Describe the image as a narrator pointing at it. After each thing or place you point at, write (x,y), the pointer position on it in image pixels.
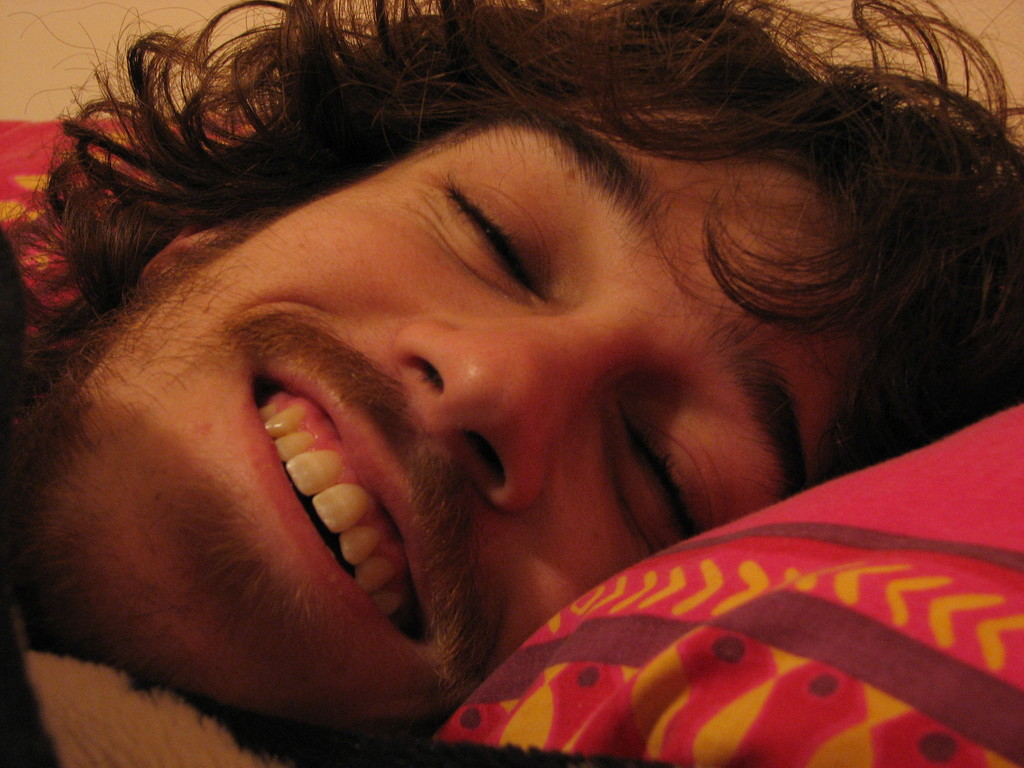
In this image, we can see a person (564,219) sleeping on an object (1007,636).
